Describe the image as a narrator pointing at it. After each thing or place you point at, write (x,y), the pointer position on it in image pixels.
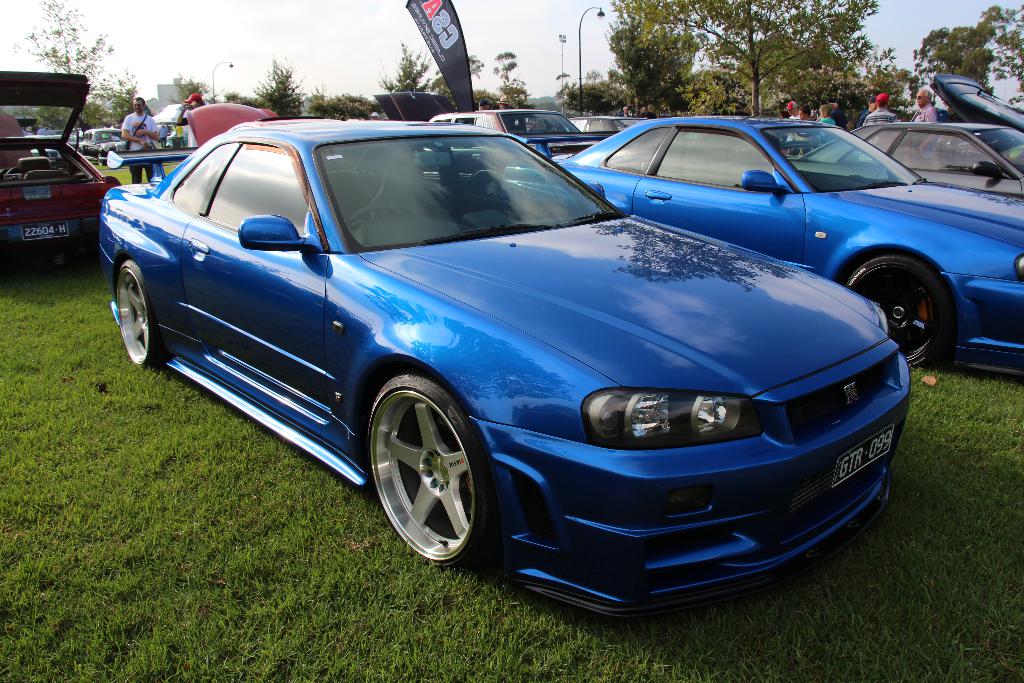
This is the picture of a place where we have some cars (720,236) on the grass floor (159,374) and around there are some trees (749,92), poles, people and some other things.
